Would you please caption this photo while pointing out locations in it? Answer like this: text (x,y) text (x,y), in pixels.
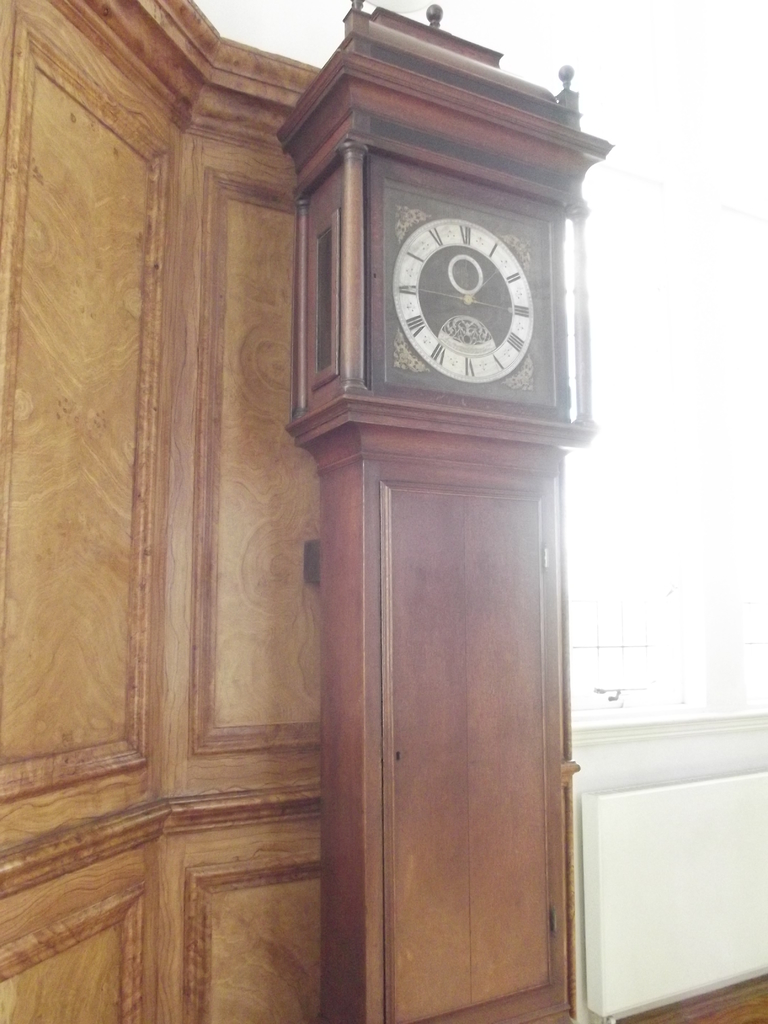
In the middle of the picture (419,434), we see the clock (453,500). Behind that, we see a cupboard (193,735). In the right bottom of the picture (633,837), we see something in white color. On the right side (680,437), it is white in color.
